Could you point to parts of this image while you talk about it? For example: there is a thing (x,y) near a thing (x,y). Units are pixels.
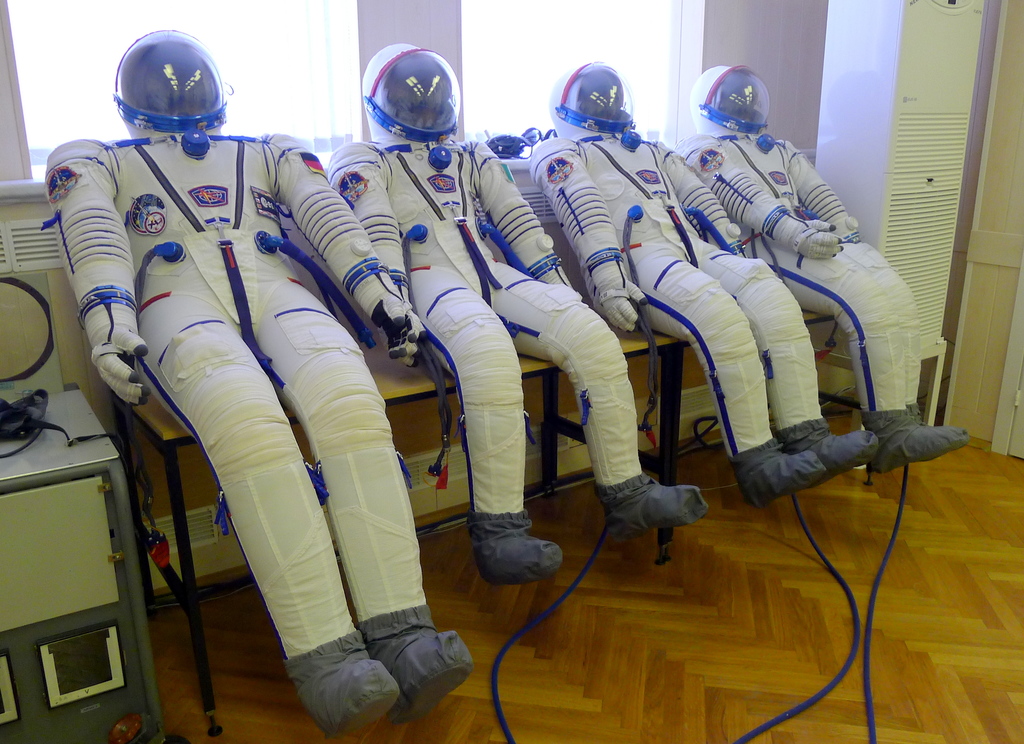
In this image I can see space suits (419,318) on a table (383,386). Here I can see windows (512,83) and other objects (108,465) on the floor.
